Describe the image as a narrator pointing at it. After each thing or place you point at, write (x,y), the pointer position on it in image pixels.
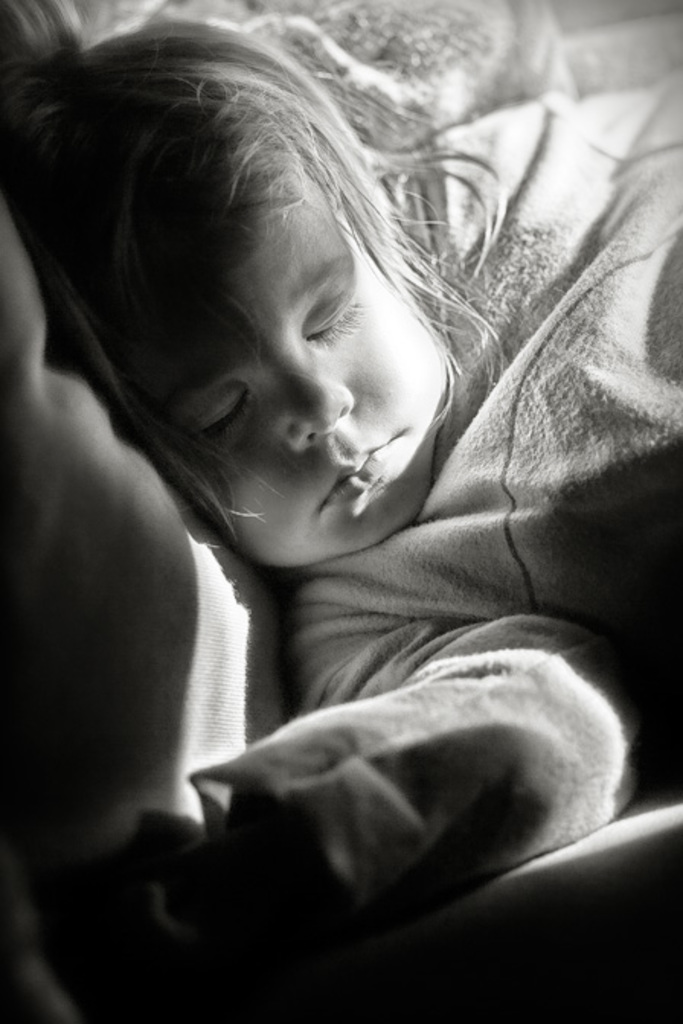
This is a black and white picture. There is a child (323,499) sleeping.
